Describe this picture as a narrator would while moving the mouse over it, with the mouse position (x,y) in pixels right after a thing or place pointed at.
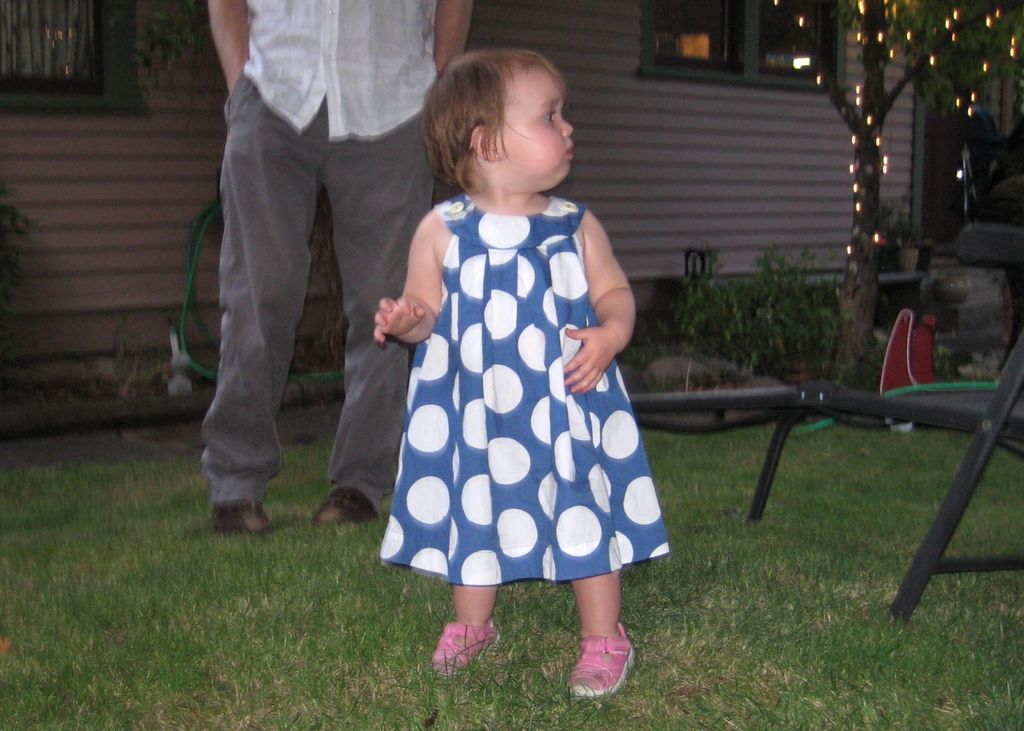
In the center of the image (433,351) there is a girl (464,591). At the bottom of the image (519,657) there is grass (641,657). In the background of the image (604,205) there is a house (72,9). There is a person (331,68). There is a tree (850,106) with lights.
